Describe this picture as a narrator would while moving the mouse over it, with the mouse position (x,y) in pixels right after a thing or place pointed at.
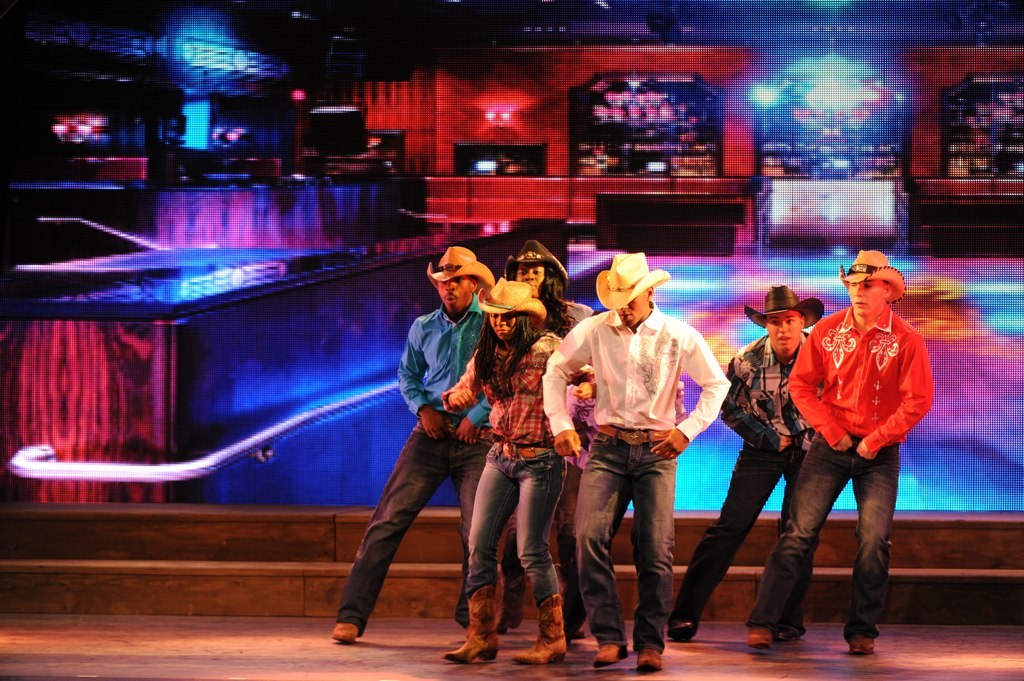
In this picture we can see six people (684,596) on the floor (412,668) and they wore hats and at the back of them we can see steps (259,521) and a screen (151,300).
